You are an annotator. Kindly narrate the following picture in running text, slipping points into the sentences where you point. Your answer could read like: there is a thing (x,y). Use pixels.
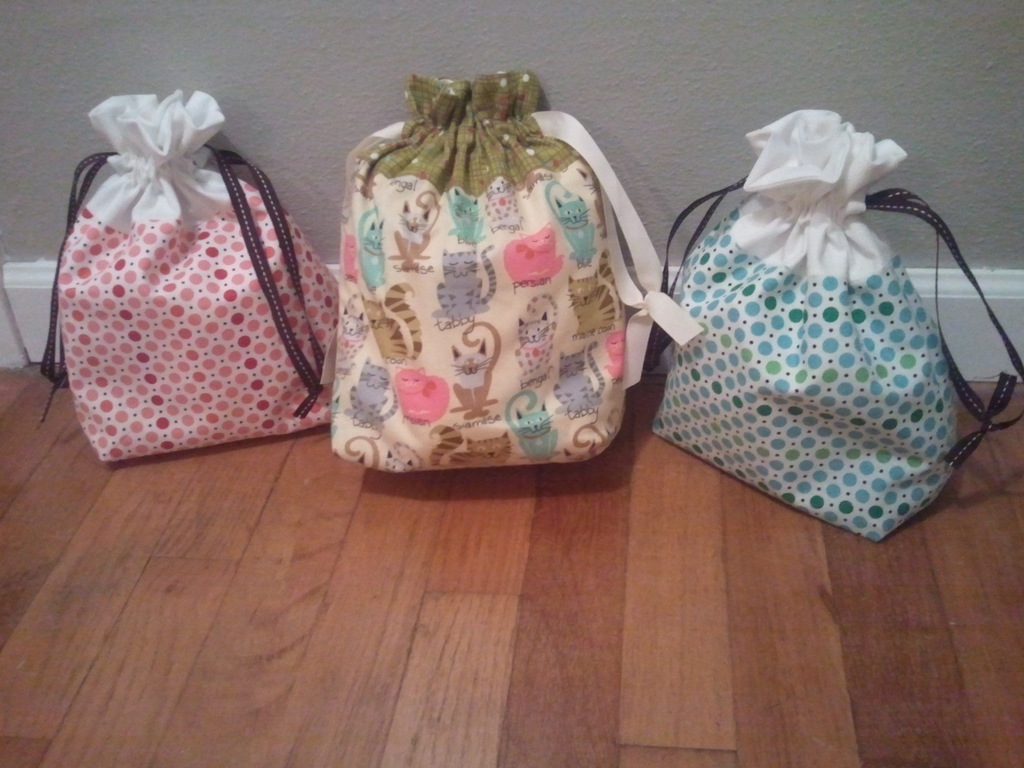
There are bags (852,249) in different colors arranged on the wooden floor (377,519). In the background (97,36), there is gray color wall (429,47).
